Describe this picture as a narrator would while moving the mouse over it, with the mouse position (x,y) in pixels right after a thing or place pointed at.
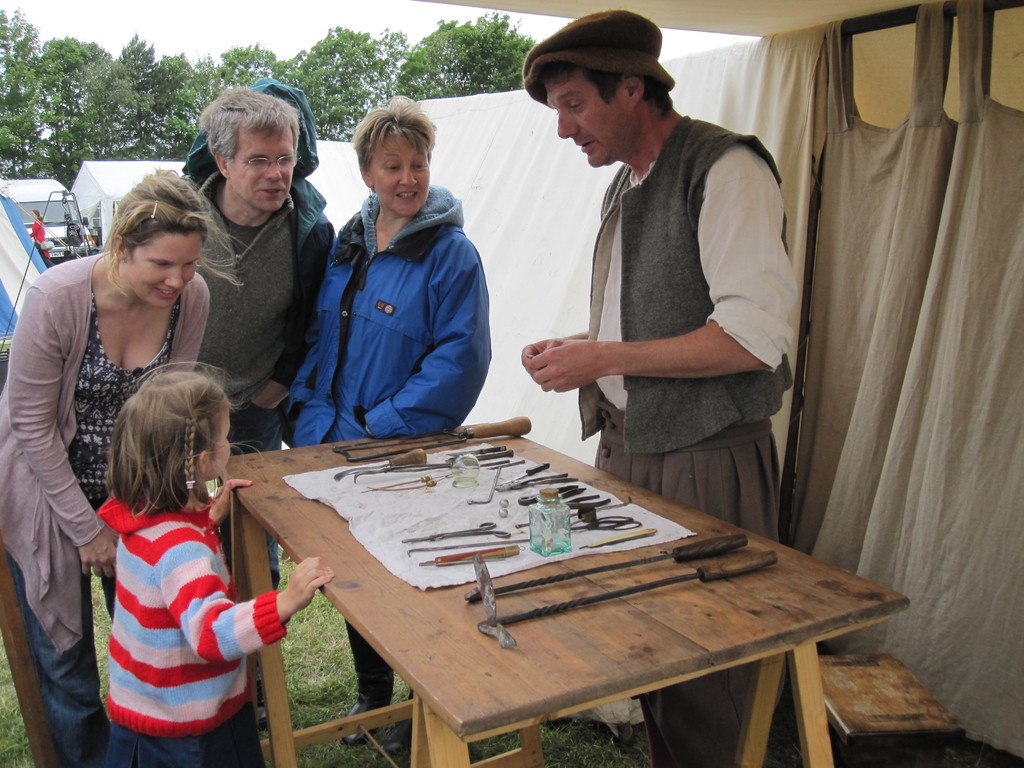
The picture is taken outside where there are trees (96,132) behind the people (309,172) and at the right corner (780,376) one man (675,334) is standing in a grey dress (657,428) and shirt (719,304) and in front of him there is a table (515,600) on which there are instruments (502,593) and a small bottle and in front of the table (370,570) there is one girl (168,708) wearing a sweater (172,594), beside her there is a woman (68,334) standing and other two people (373,249) are standing and behind them there is big cloth (813,85) hanged to the pole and there are vehicles (48,228).
